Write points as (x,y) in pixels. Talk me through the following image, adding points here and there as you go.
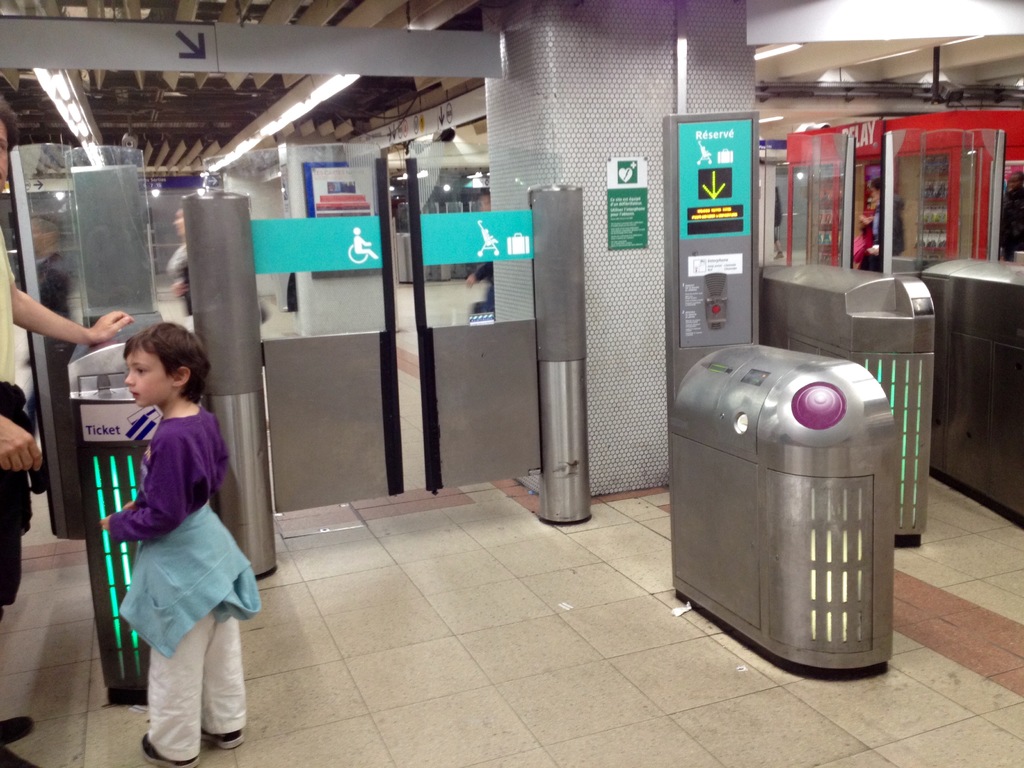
In this picture we can see people (22,459) and a kid (177,543) on the floor (52,563). In front of the kid (200,416) there are doors (311,230) and boards (301,239). On the right side of the kid (206,465) there are some objects (828,190). At the top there are lights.
